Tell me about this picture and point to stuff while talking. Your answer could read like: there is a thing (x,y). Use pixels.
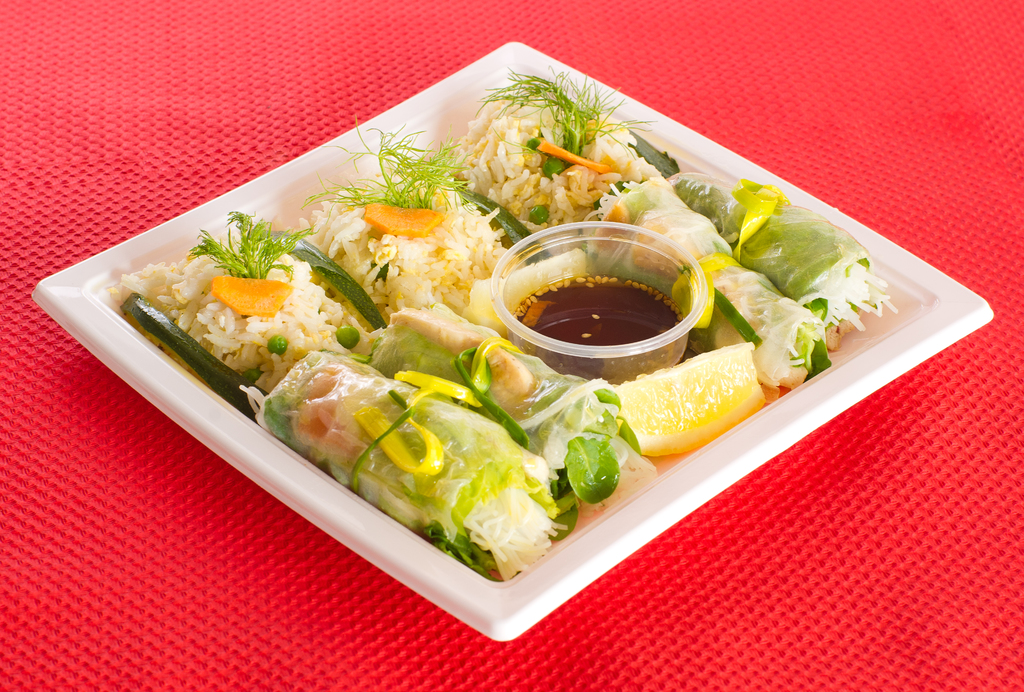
In this image there is a plate (396,530) on the red color floor (407,624). In the plate (373,278) there is food (459,231) which is made of rice (380,235). In the middle of the food (567,176) there is a bowl (582,356) in which there is a sauce (625,294). Beside the bowl (616,289) there is a lemon piece (687,414).
